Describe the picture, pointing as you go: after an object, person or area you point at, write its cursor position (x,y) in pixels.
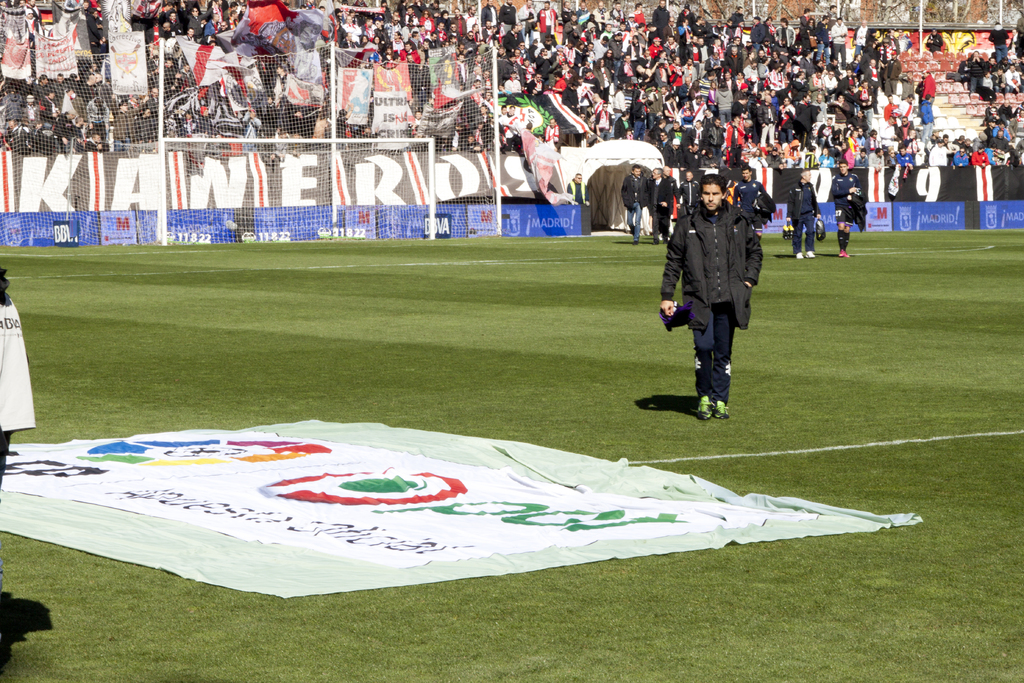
In this image there are a few people (732,282) walking on the ground (587,356) and there is a banner (191,534) with some text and images (287,489). In the background (349,72) there is a net (344,131) and there are a lot of spectators (763,50).
